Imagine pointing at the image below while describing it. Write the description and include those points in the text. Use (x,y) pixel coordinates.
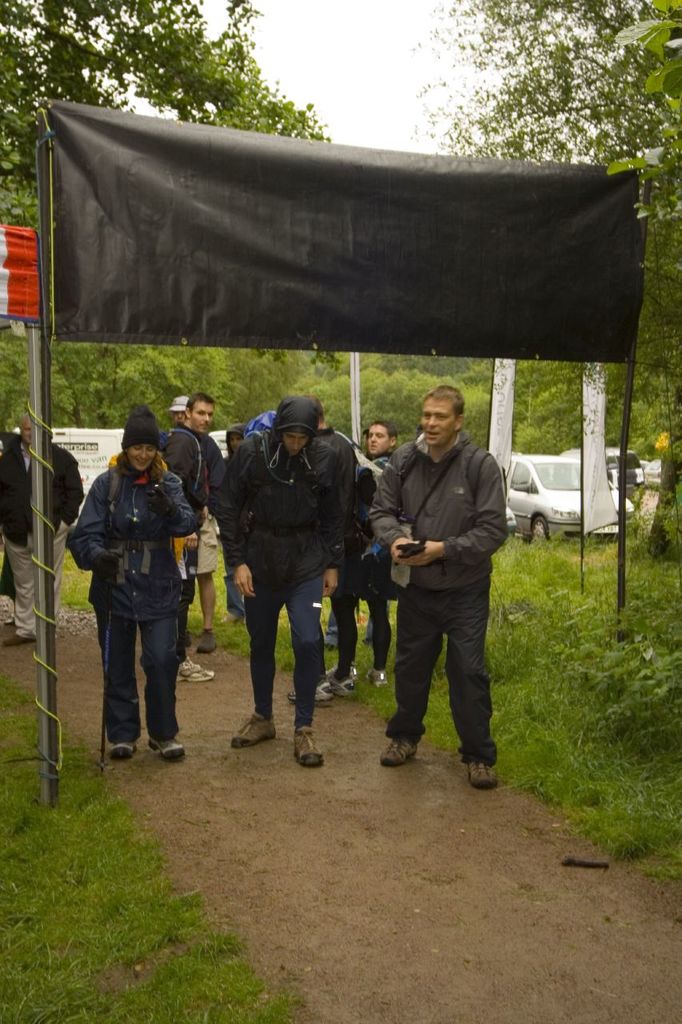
In this image we can see group of persons (406,604) standing on the ground (362,618). One woman (132,531) is holding a stick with her hand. One person (299,559) is carrying a bag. In the background (605,489), we can see some banners (601,501), poles (49,583), shed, group of vehicles (532,510) parked on the ground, a group of trees (330,388), grass (669,653) and the sky (368,50).
